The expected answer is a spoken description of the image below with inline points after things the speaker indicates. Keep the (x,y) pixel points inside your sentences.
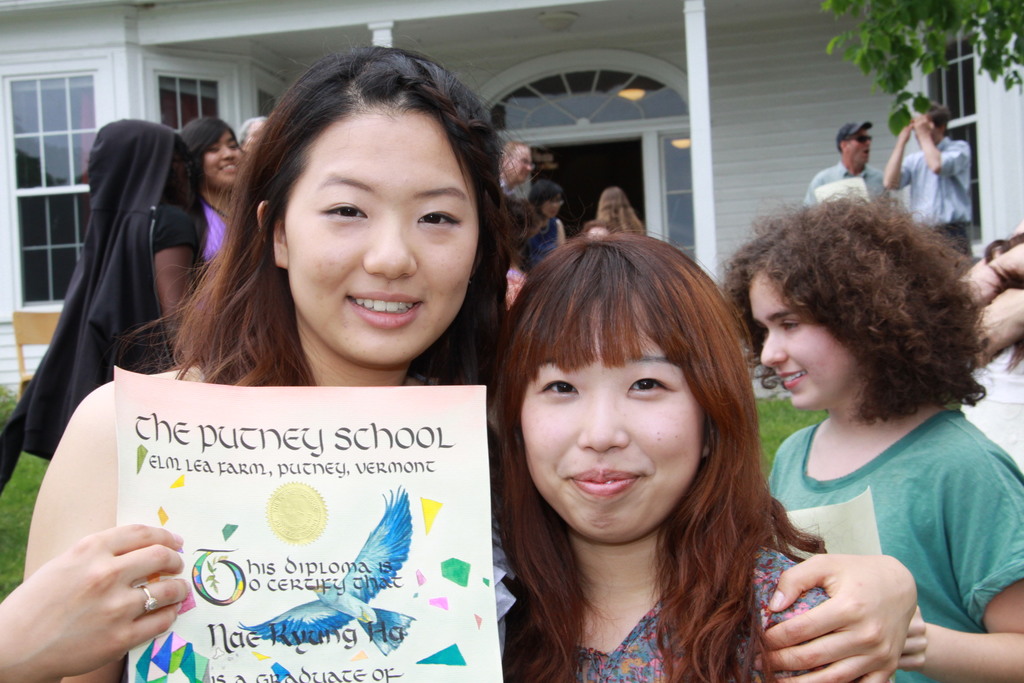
In this image there is a woman (115,577) holding a poster (239,540) in her hand (155,535). She is keeping her hand (774,600) on the woman (652,608). Behind them there are few persons (809,430) standing on the grass land (809,413). Right top there is a tree (874,67). Background (650,150) there is a building (630,129). Left side (39,329) there is a chair (26,337) on the grassland (24,478).
